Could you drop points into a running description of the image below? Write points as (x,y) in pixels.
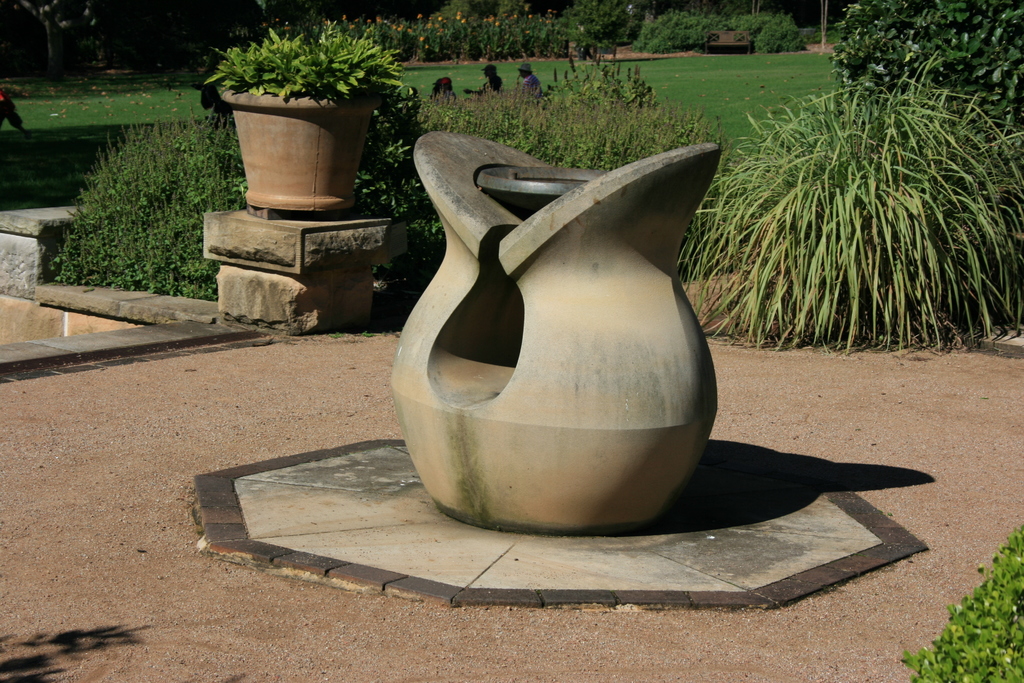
In this image in the center (516,337) pot (555,337). In the background (522,88) there are plants (487,135) and there are persons (485,87). There is grass (751,86) on the ground (732,90).
